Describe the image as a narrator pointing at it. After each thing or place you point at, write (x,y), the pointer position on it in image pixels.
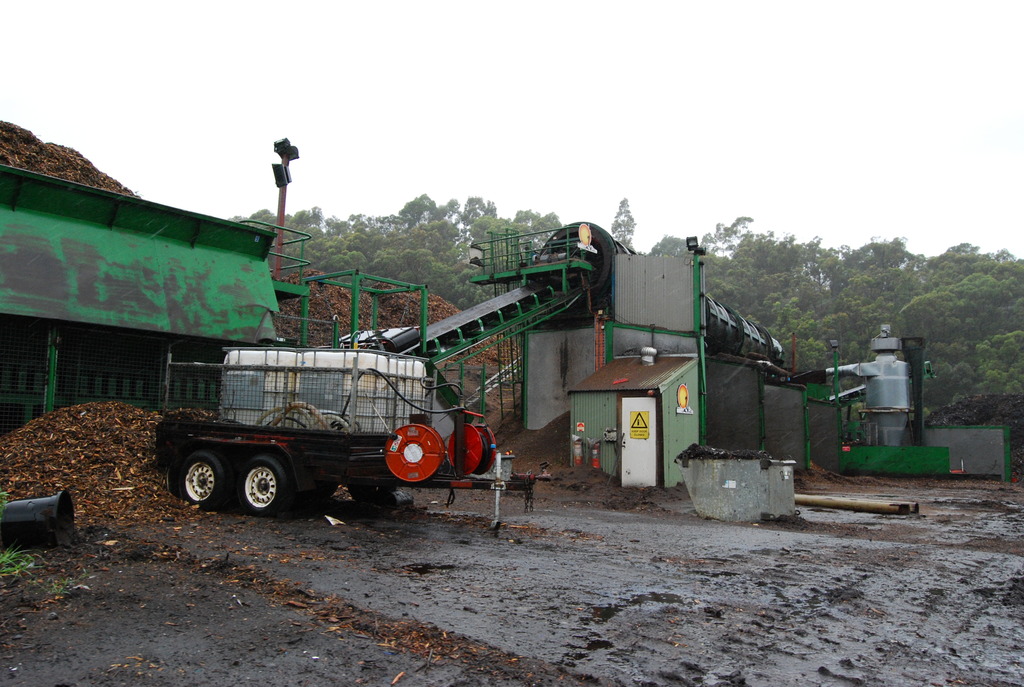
In this image in the center (344,406) there is a vehicle (257,483) and shed (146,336), and in the background (324,245) there are some trees (356,266) and some dry leaves (105,447). At the bottom (409,573) there is sand (774,589) and there is one pole (902,511) and also there are some objects (893,444), at the top of the image (641,151) there is sky (641,151).
